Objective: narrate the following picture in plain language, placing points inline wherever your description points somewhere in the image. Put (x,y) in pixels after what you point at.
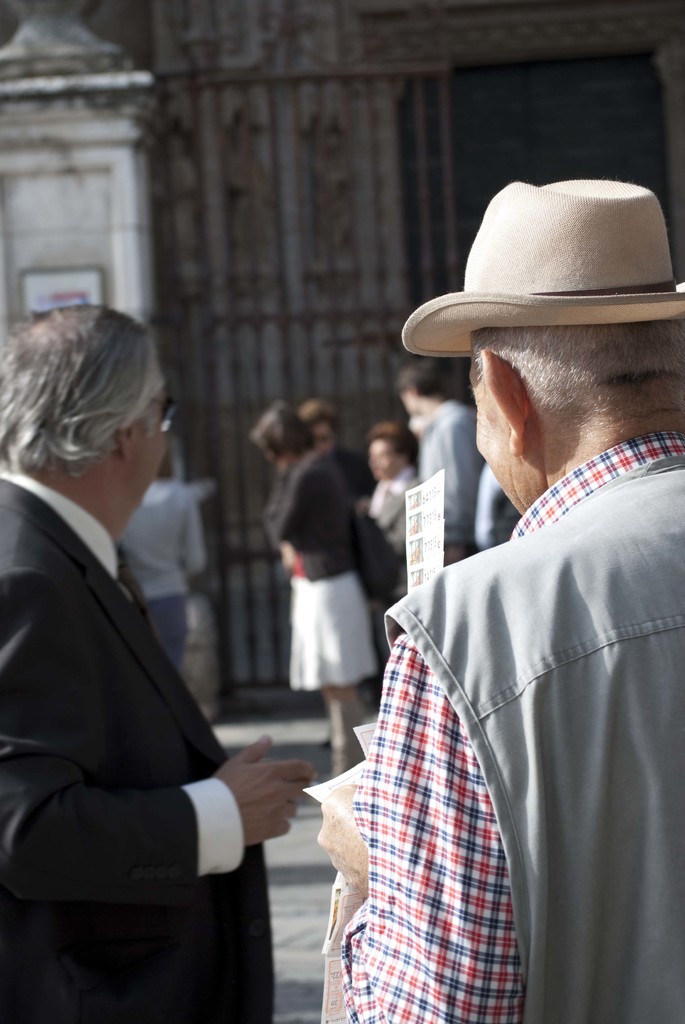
In this picture I can observe some people (419,451) in the middle of the picture (317,459). On the right side (521,636) I can observe a man (567,660) wearing hat (547,271). On the left side (69,617) there is a person (33,853) wearing coat (132,749).
